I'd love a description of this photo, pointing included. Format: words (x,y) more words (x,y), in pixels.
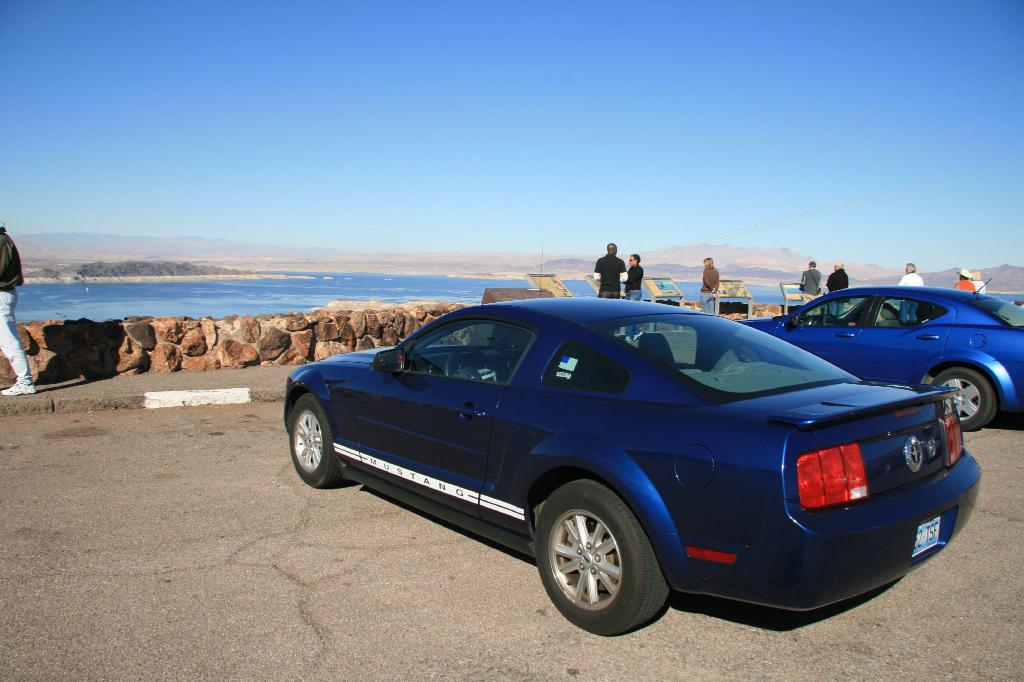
This is the picture of a place where we have two cars (806,369) and some people (970,277) on the path (188,464) and to the side there are some water (58,311) and some mountains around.
